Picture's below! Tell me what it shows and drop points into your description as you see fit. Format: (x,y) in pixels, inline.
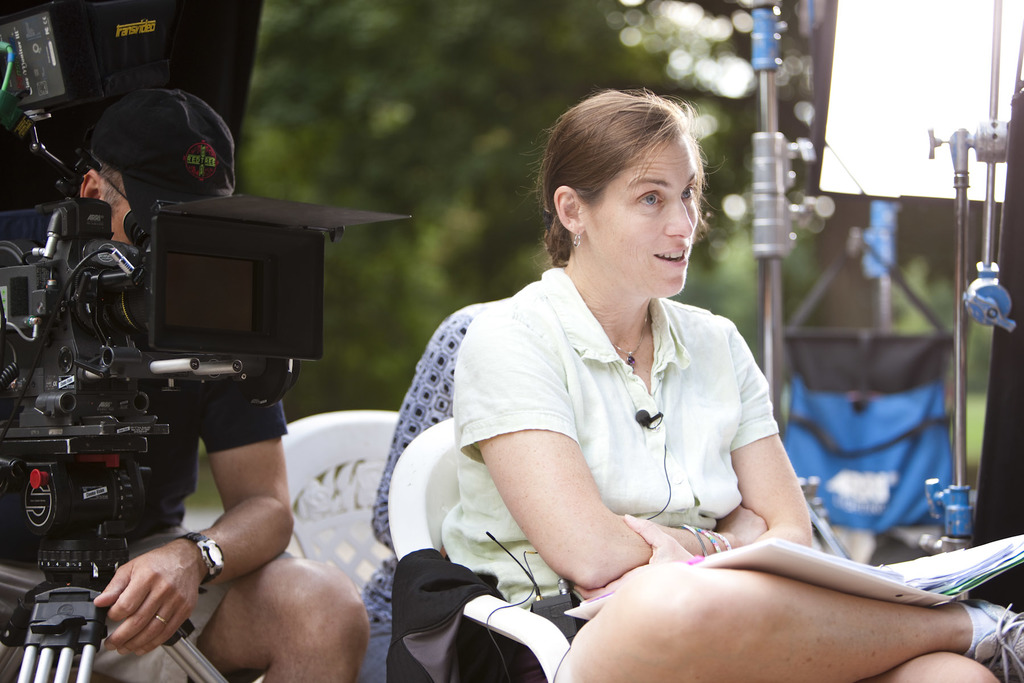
In this image I can see two persons (745,470) sitting on the chairs (382,415). The person (463,400) in front (655,403) wearing white shirt (621,400) and holding few papers (927,555). I can also see a camera (115,341), background (487,156) I can see trees (390,142) in green color.
